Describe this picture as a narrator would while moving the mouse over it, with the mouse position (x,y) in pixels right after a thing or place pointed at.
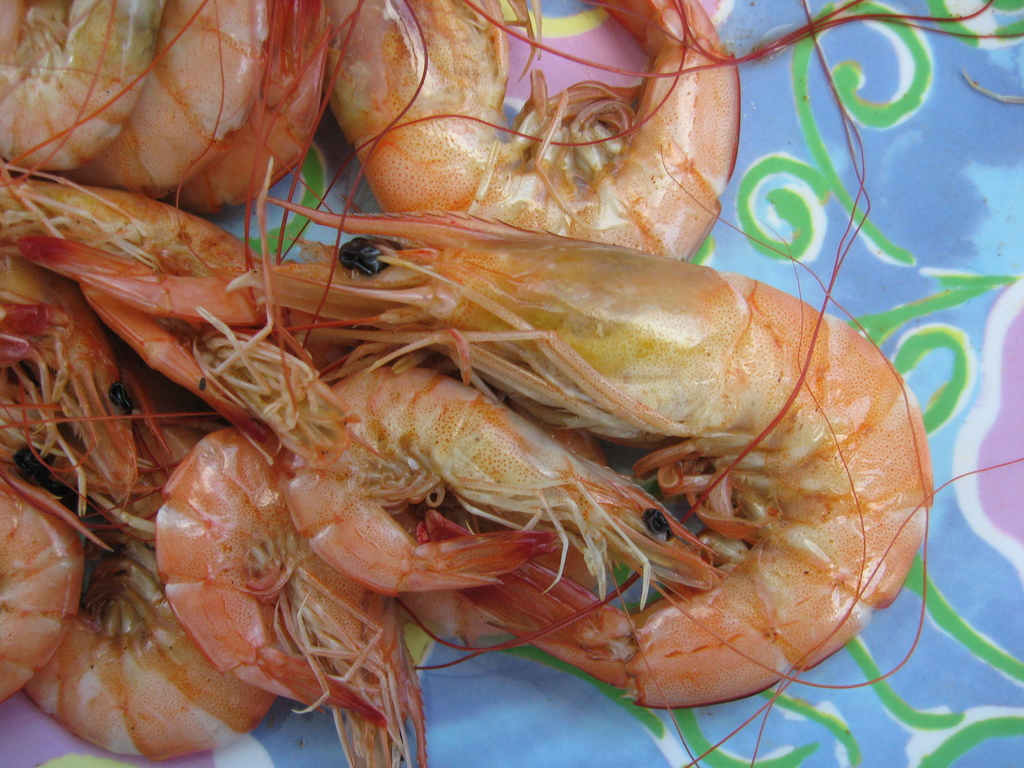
In this image we can see some prawns (355,361) which are placed on the surface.
